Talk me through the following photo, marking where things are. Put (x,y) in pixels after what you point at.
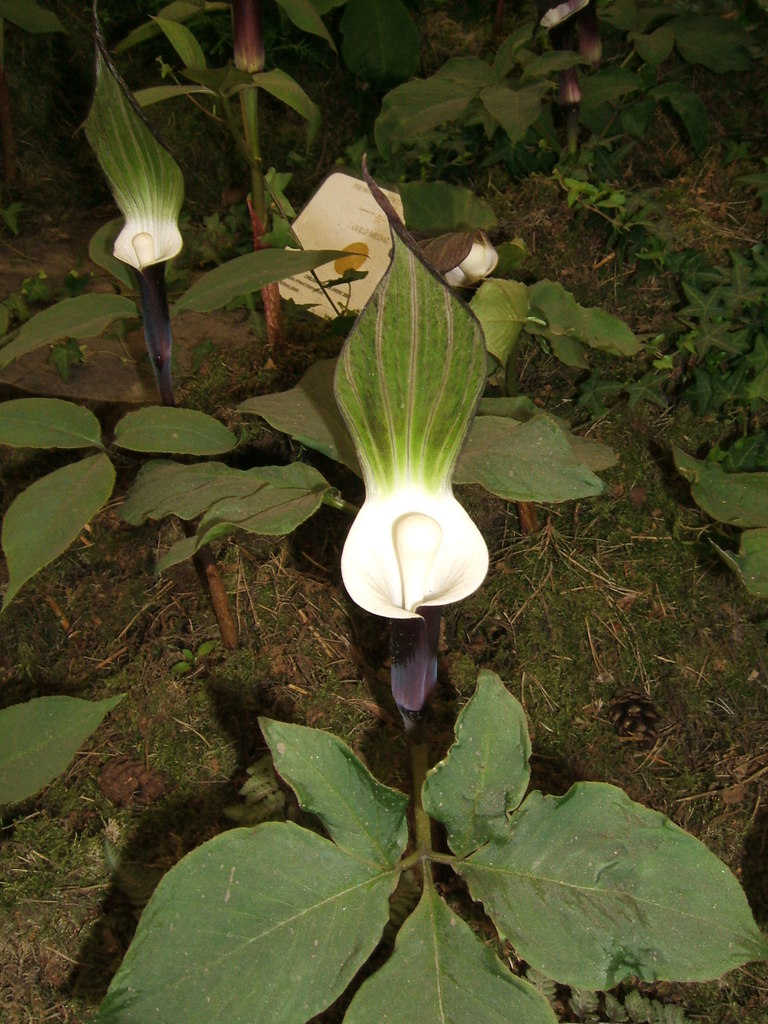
In this picture I can see there are small plants (353,929) on the floor (160,730) and it has some green and violet color flowers (430,572) and there is soil (471,609) and grass (491,609).
